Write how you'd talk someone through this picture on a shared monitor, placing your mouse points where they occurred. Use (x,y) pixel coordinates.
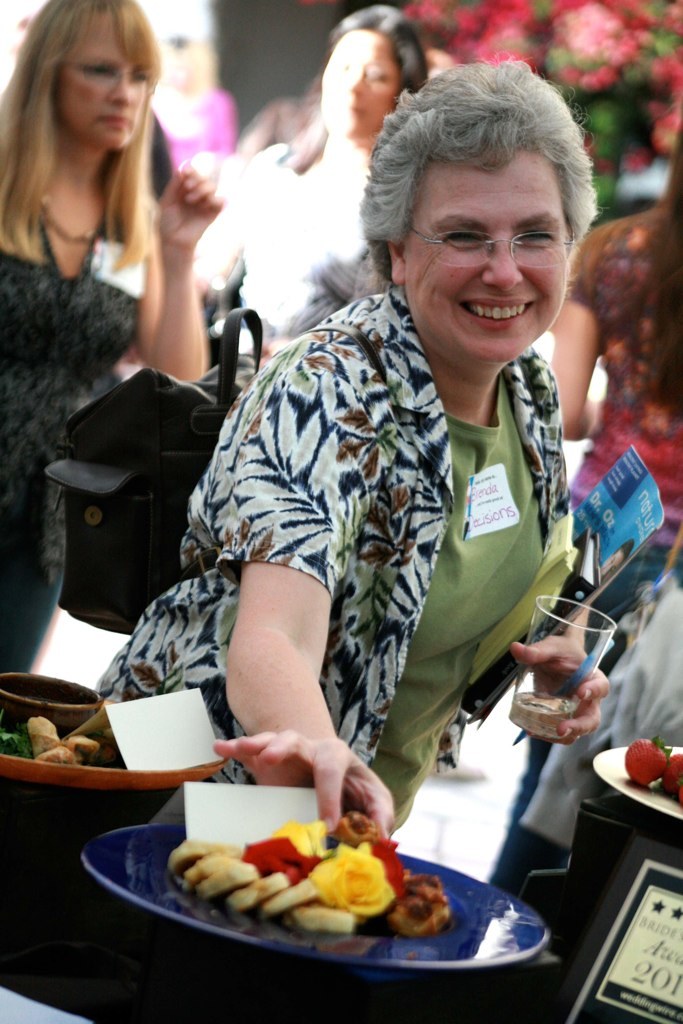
In the picture I can see a woman (453,619) wearing dress (520,426), spectacles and backpack (153,429) is holding a glass of drink (568,679) and few objects (493,682) in her left hand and some food item (285,896) which are placed in the blue color plate (484,918). Here we can see a few more food items (82,756) are placed on the plates (42,734). The background of the image (28,251) is blurred, where we can see a few people (643,217) standing and we can see the flowers (578,70).
